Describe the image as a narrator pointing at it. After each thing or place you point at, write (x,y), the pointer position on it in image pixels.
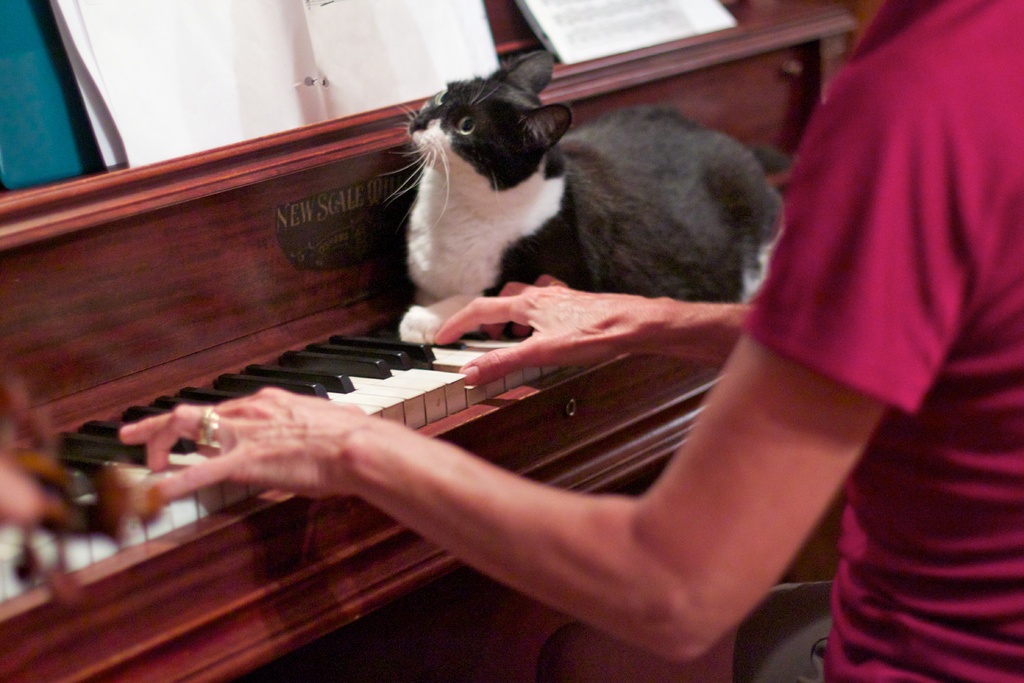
In this image I can see a person (736,430) sitting in front of the piano (256,363). On the piano (349,367) there is a cat (519,111).
